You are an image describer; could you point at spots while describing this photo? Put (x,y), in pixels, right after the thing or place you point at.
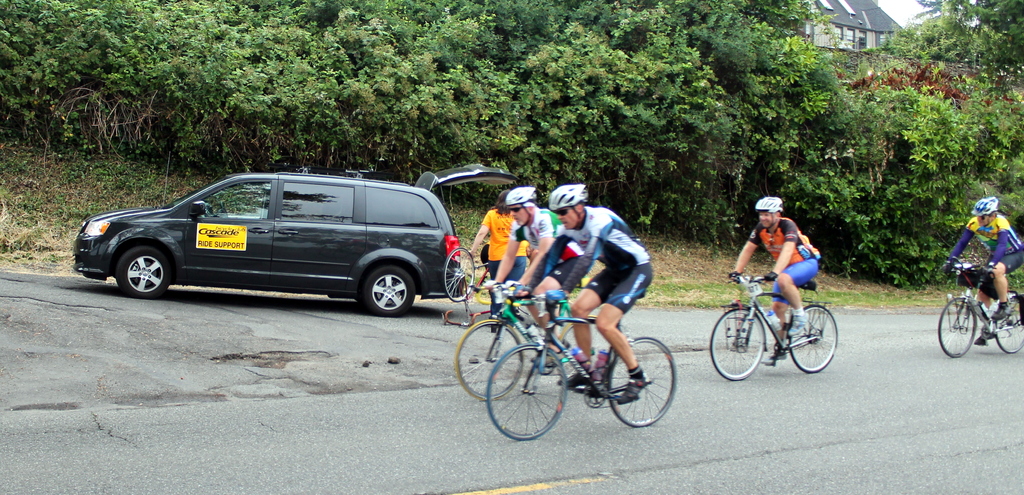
In this image we can see bicycles (470,270), a vehicle (420,256), people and other objects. In the background of the image (379,111) there are trees (452,106), house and the sky (890,2). At the bottom of the image (195,422) there is the road (440,389).
